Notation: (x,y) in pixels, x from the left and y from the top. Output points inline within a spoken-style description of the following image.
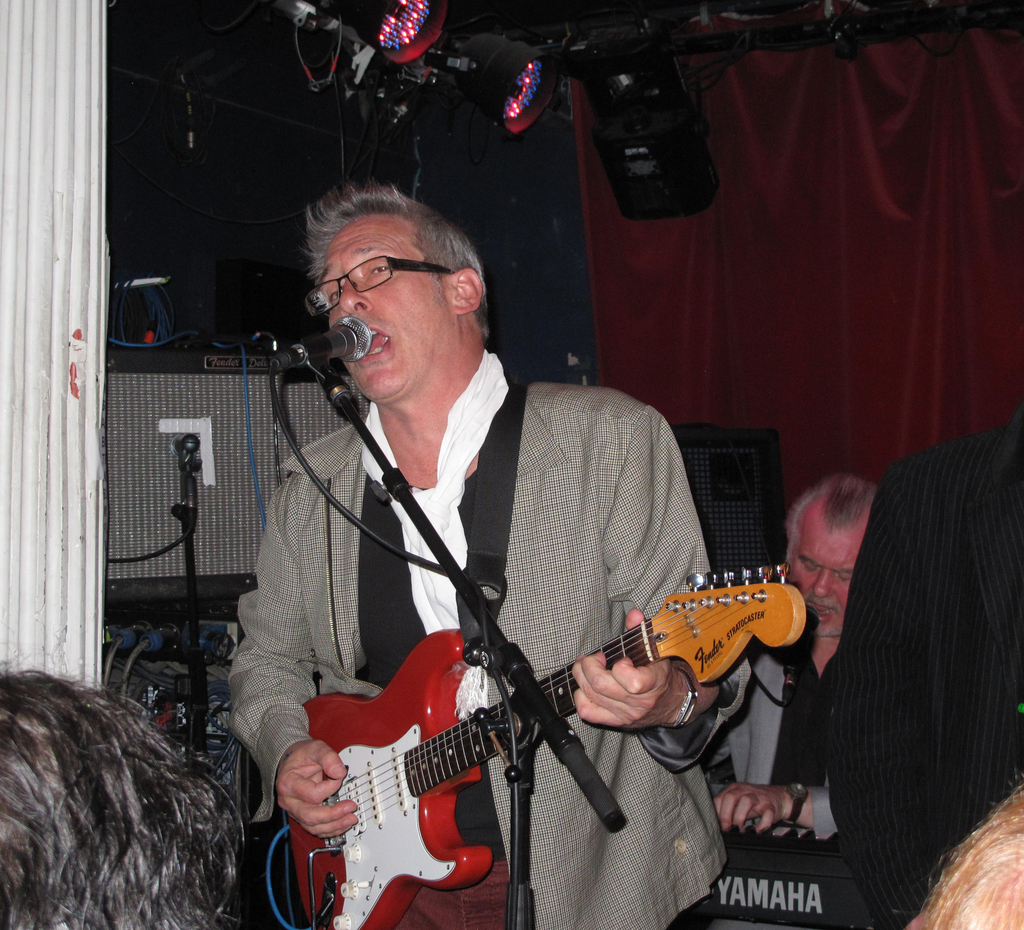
In this image i can see a man (460,392) standing and playing guitar (405,783) and singing in front of a microphone (336,337) at the background (526,90) i can see few lights (512,78), a curtain (889,231) and a man (844,576) sitting.
